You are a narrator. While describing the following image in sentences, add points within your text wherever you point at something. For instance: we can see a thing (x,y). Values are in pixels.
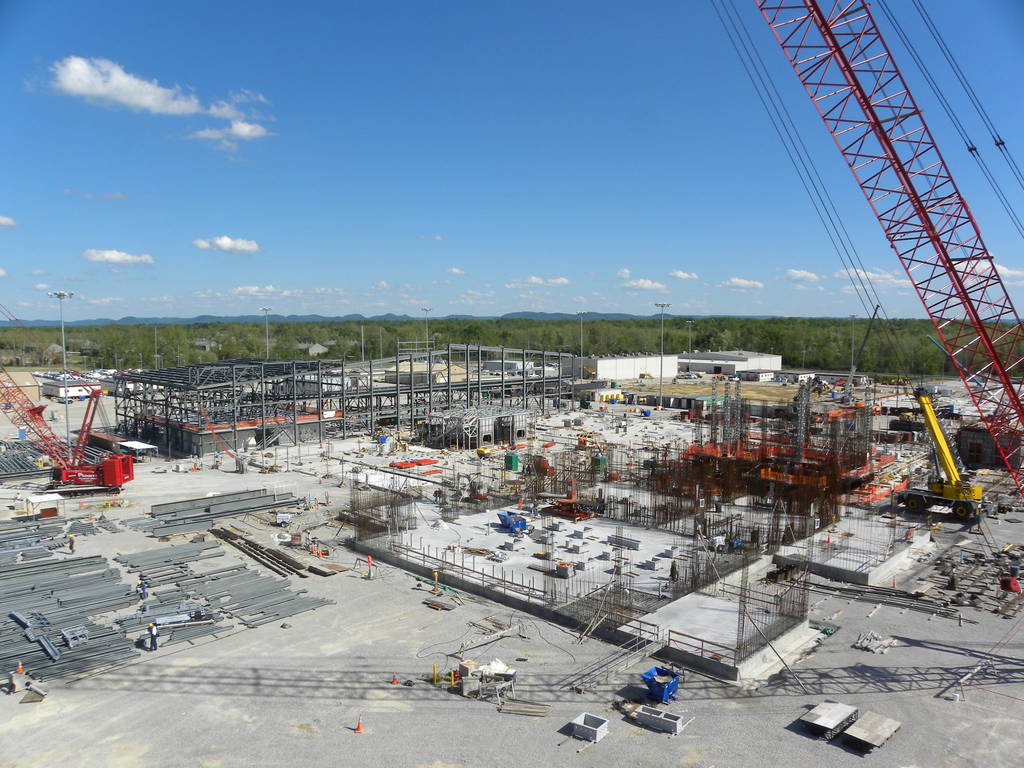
In this picture it looks like an industrial area (440,484) with many machines (66,470), rods (8,608), pillars (682,558) surrounded by green trees (858,332). The sky (156,313) is blue.
